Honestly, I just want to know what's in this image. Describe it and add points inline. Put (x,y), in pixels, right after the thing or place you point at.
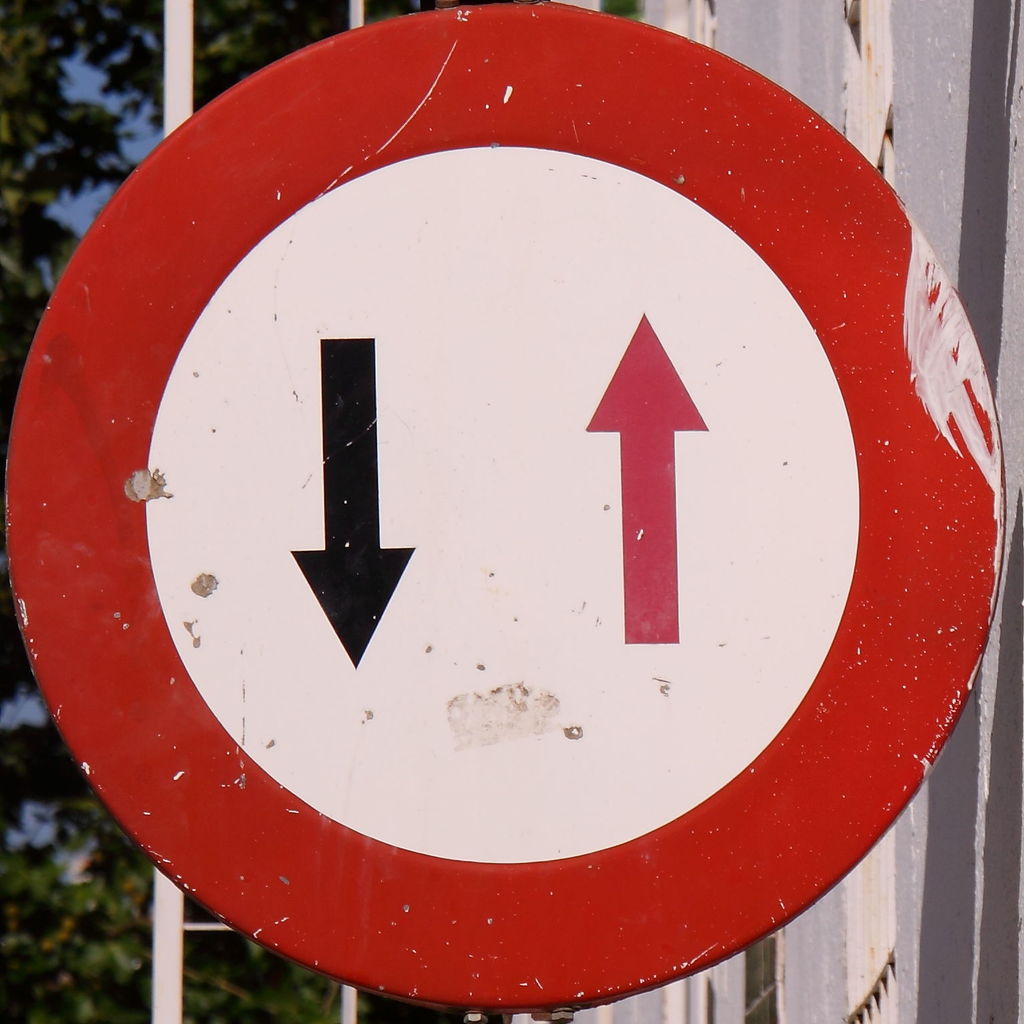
In this picture we can see a signboard (15,489) and in the background (96,45) we can see poles (169,98), trees (213,70) and some objects (915,59).
